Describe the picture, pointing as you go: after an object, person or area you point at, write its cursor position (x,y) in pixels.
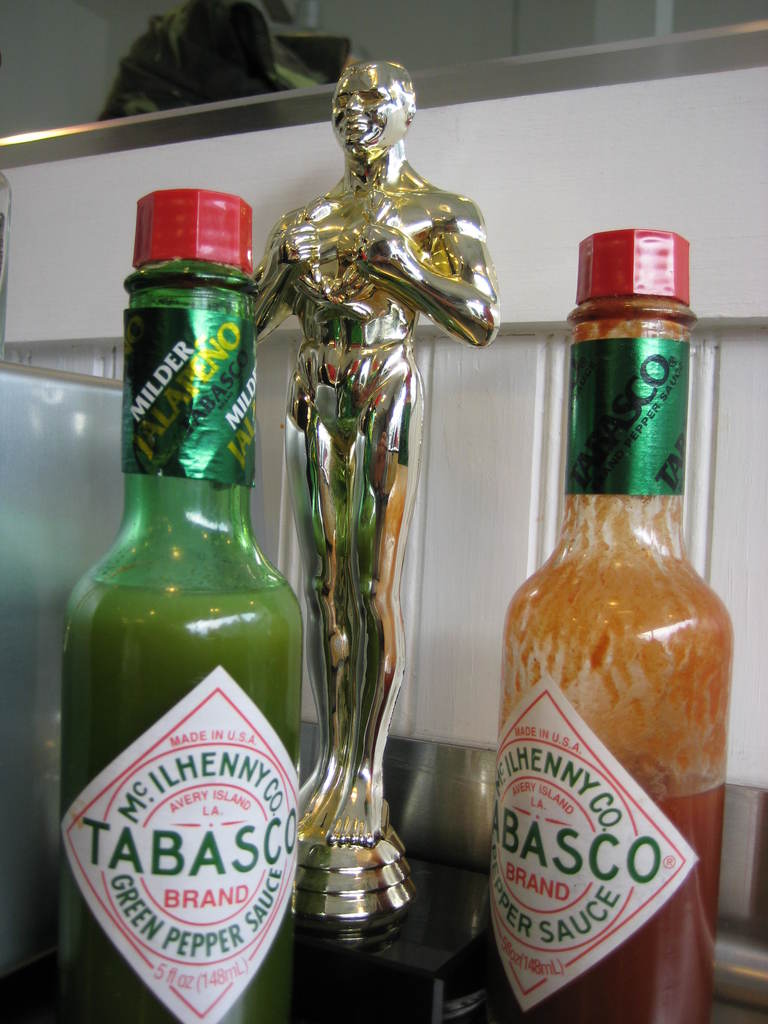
The image is inside the room (451,794). In the image there is a table (465,774), on table (413,858) we can see two bottles (272,584) and a sculpture (398,317). On which bottle (232,737) is labelled as 'TABASCO' in background (485,353) there is a white color wall (477,348).
